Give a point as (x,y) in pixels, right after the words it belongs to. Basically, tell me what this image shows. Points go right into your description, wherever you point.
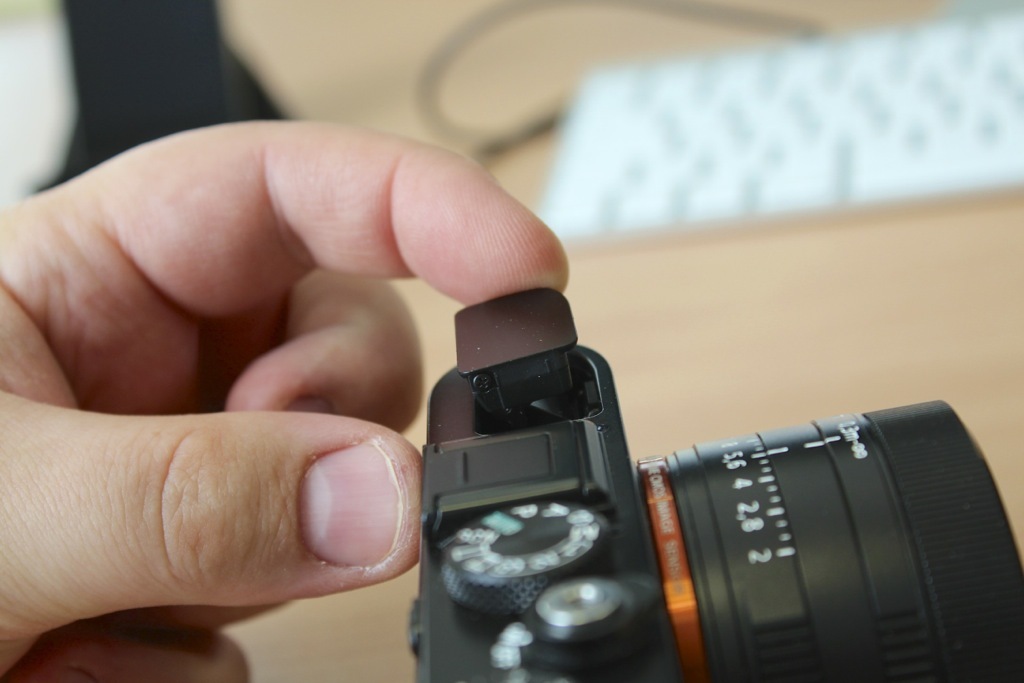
In this image, we can see a black color camera (531,539) and there is a hand (225,172) of a person (177,179), there is a blur background (615,175).
